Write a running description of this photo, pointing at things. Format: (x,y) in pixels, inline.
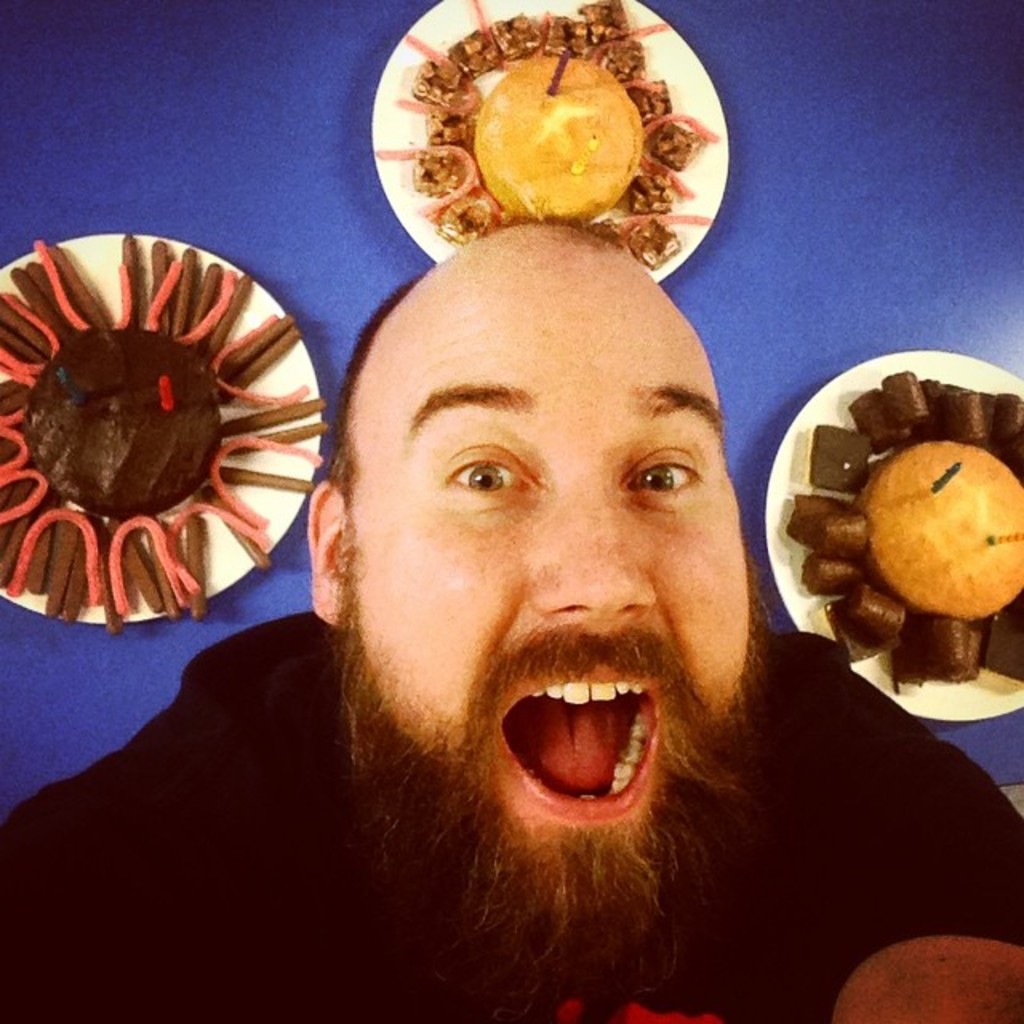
Here I can see a man (316,743) opened his mouth (589,690) and giving pose for the picture. In the background (874,435) there are three plates (615,216) which consists of different food items (141,451) and these three plates (868,380) are placed on a table (875,168) which is in blue color.
